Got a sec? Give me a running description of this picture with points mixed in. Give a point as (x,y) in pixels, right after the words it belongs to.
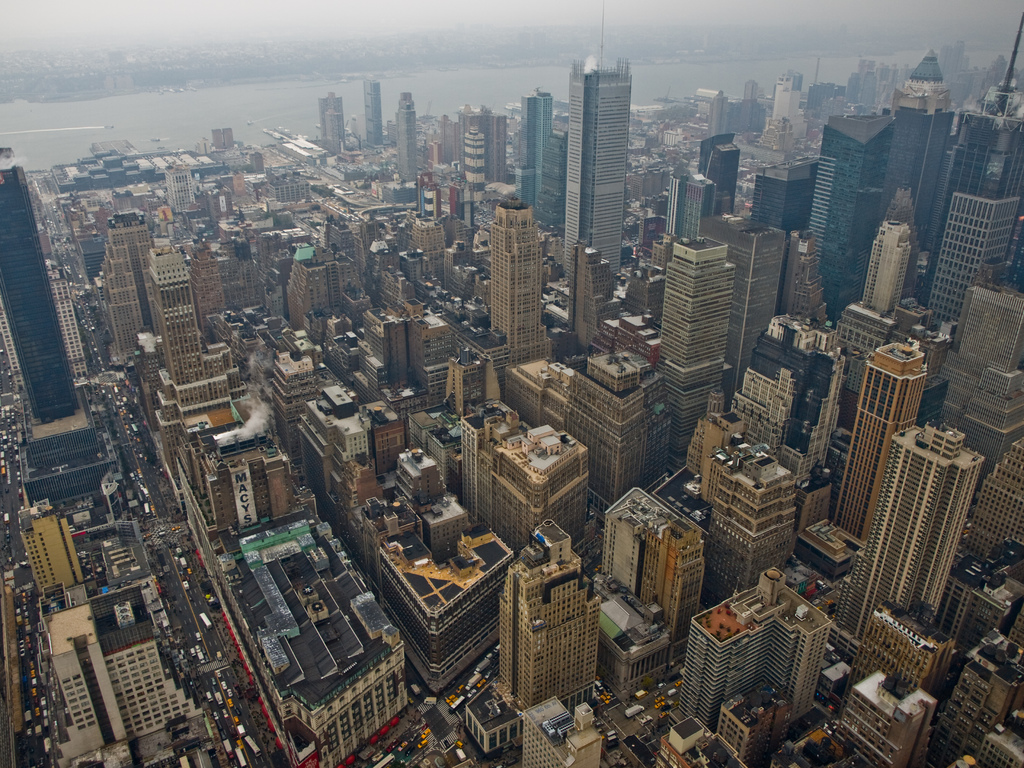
In this image Aerial view of city (276,168) and there is a road (150,462) and there are some vehicles (239,725) visible in the middle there are many buildings (355,382) visible in the foreground (741,712), beside the building (614,231) at the top (30,136) it might be the lake (718,81) and the sky (547,24).
